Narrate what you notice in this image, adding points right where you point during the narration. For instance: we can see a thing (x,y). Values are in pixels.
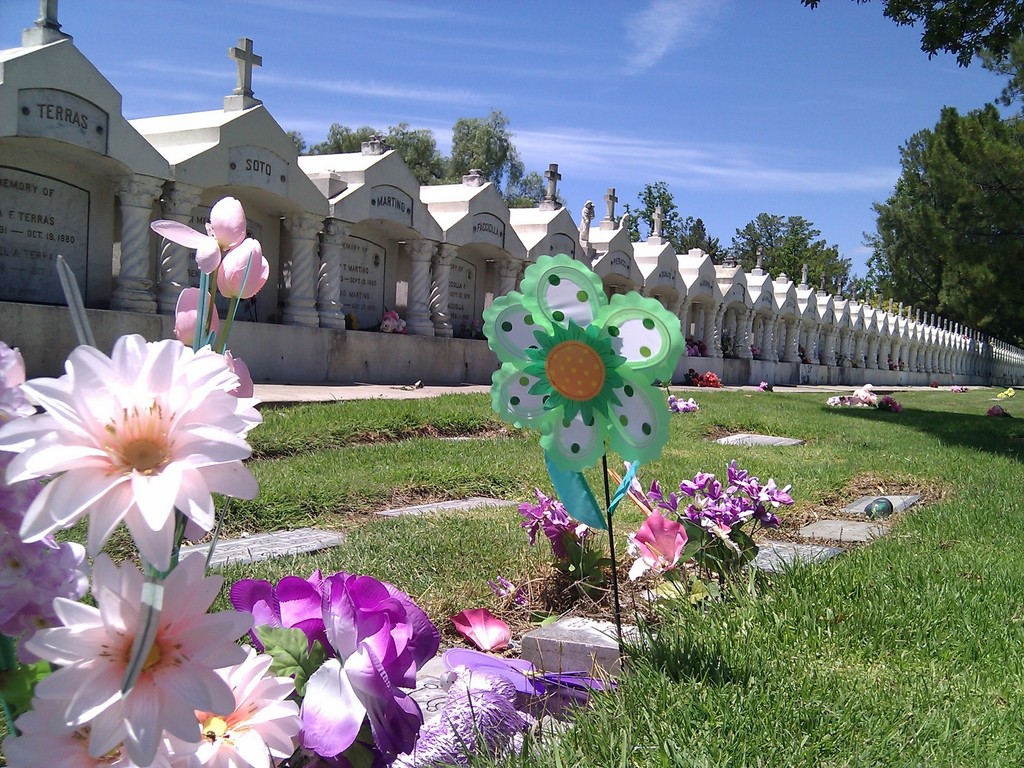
In this image there are plants (729,514) having flowers (86,640). There are few objects (693,407) on the grassland (810,618) having few rocks (818,527). Background (87,147) there are few cemeteries (458,192). Behind there are few trees (973,265). Top of the image (676,118) there is sky (677,83).
